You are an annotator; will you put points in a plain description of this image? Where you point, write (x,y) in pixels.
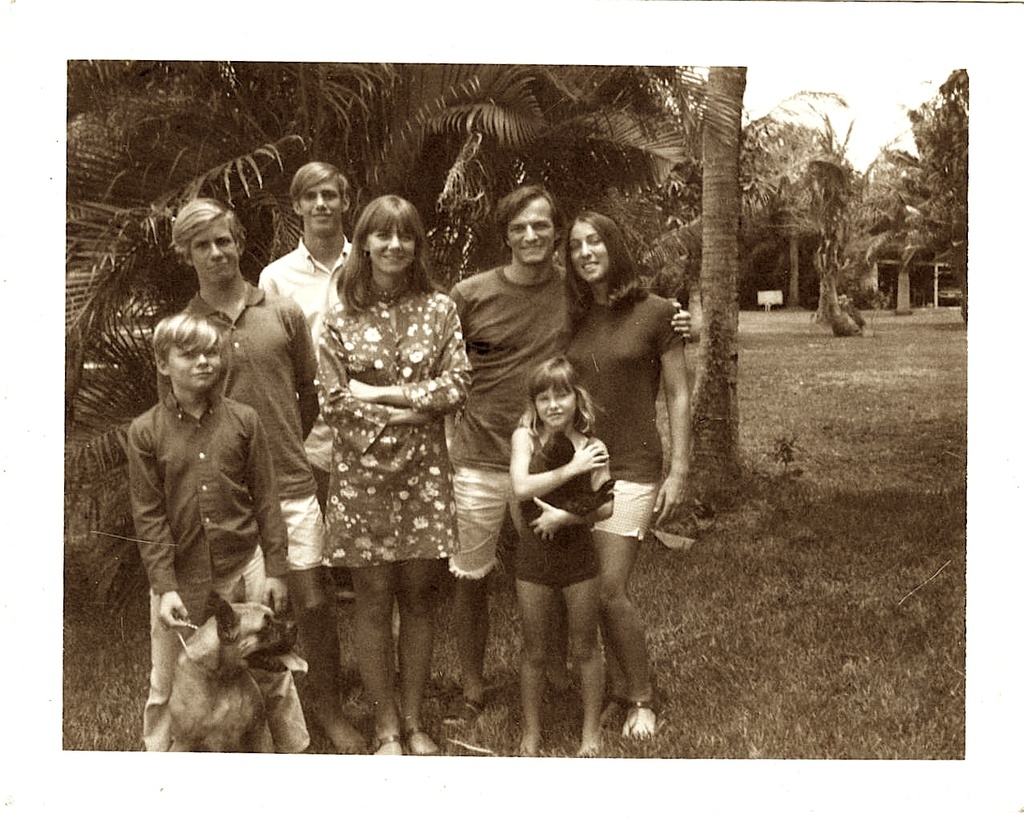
In this picture I can see the people (387,426) standing on the surface (505,574). I can see trees (622,183). I can see the animals (295,627).
